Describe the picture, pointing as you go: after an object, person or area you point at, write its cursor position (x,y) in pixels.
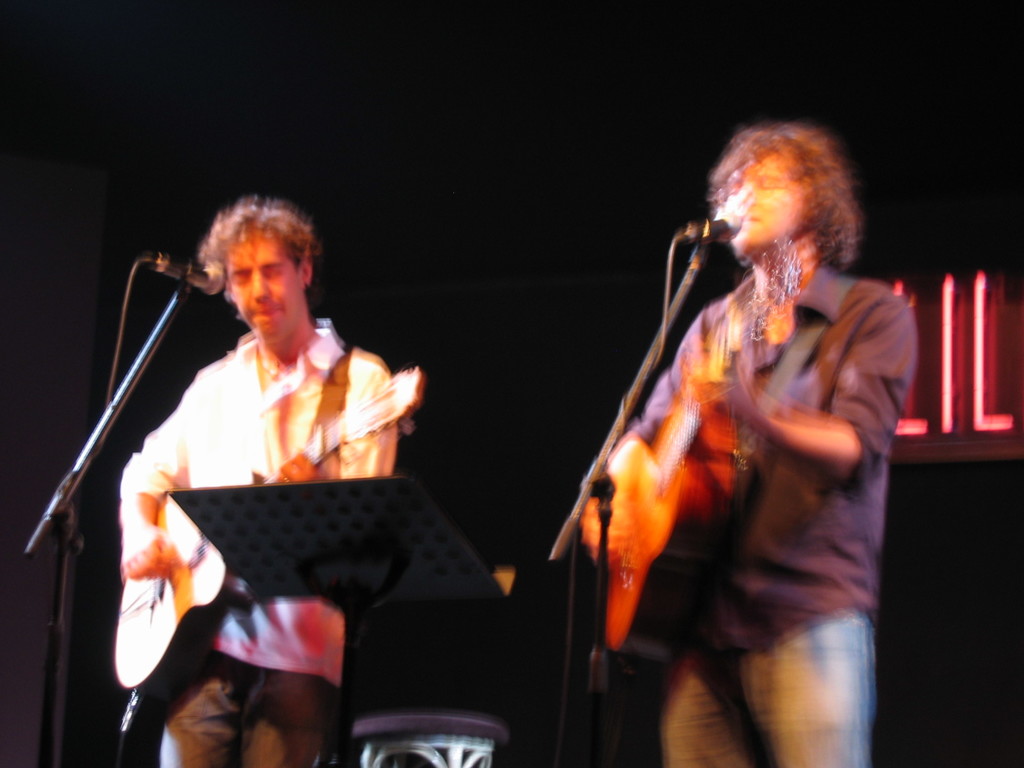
In this picture we can see two men (786,225) holding guitars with their hands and in front of them we can see mics (693,228), stand (295,498) and in the background (417,120) it is dark.
